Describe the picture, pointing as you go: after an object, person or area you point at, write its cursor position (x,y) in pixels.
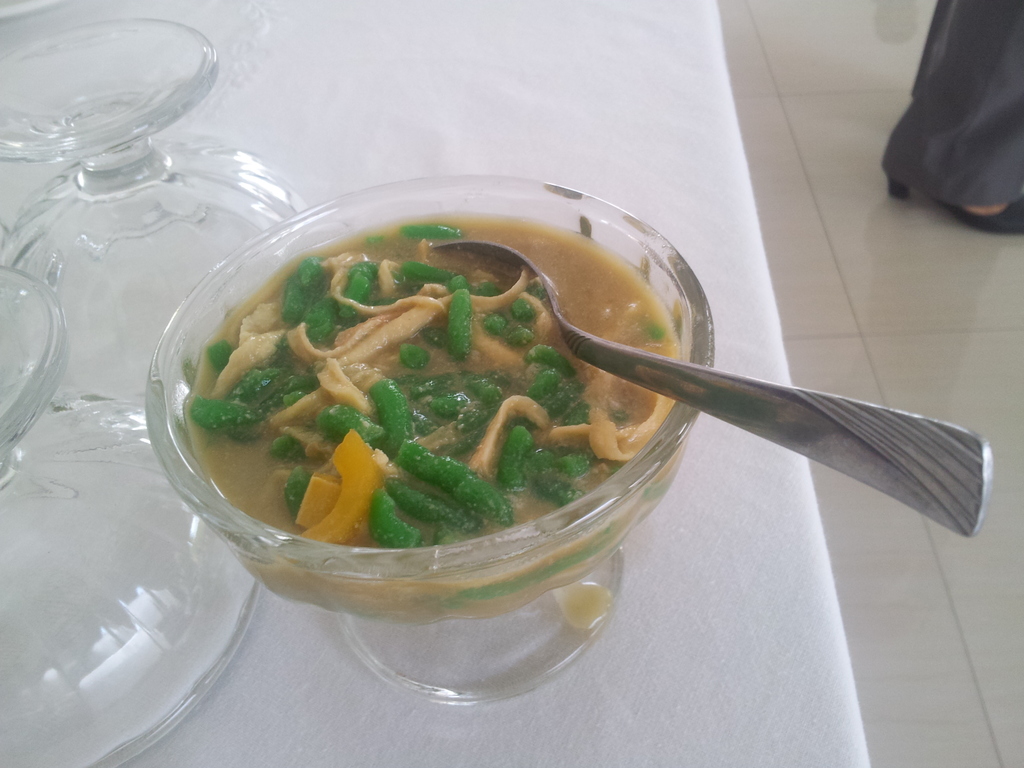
In this image I can see a white colored table (467,95) and on the table (458,49) I can see few glass bowls (112,258). In a bowl (503,623) I can see a food item (475,363) which is brown and green in color and a spoon (616,358). To the right side of the image (882,306) I can see the floor (975,263) and a human leg (991,50).
